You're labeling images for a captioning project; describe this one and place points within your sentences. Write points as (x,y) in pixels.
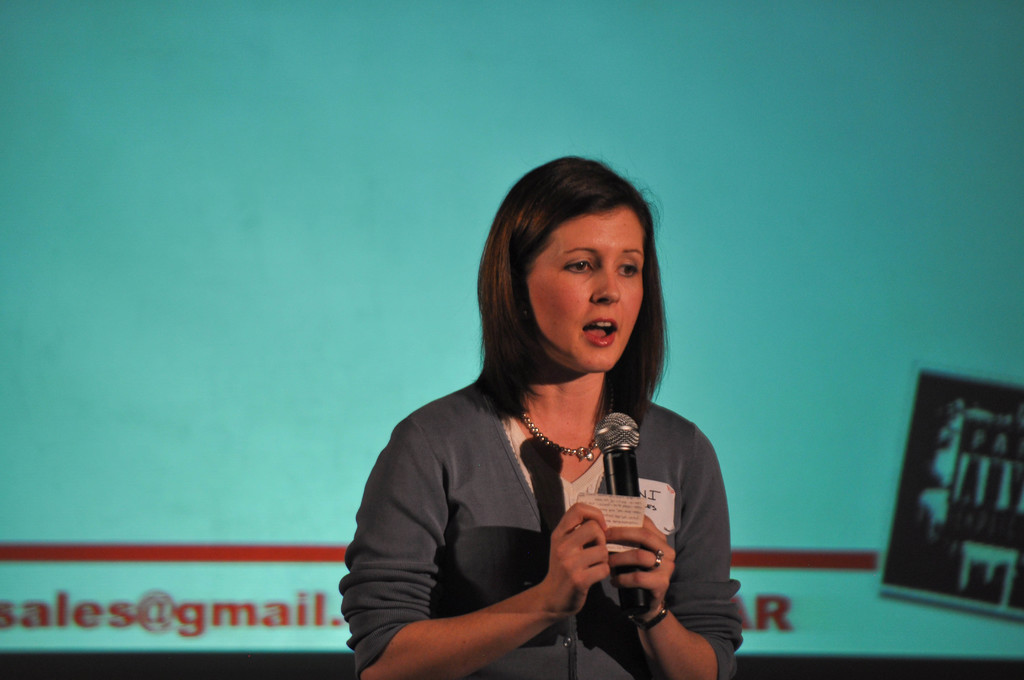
This is the woman (482,580) standing and holding a mike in her hand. I think she is talking. In the background (208,440), that looks like a screen (890,459) with the display (886,530).
